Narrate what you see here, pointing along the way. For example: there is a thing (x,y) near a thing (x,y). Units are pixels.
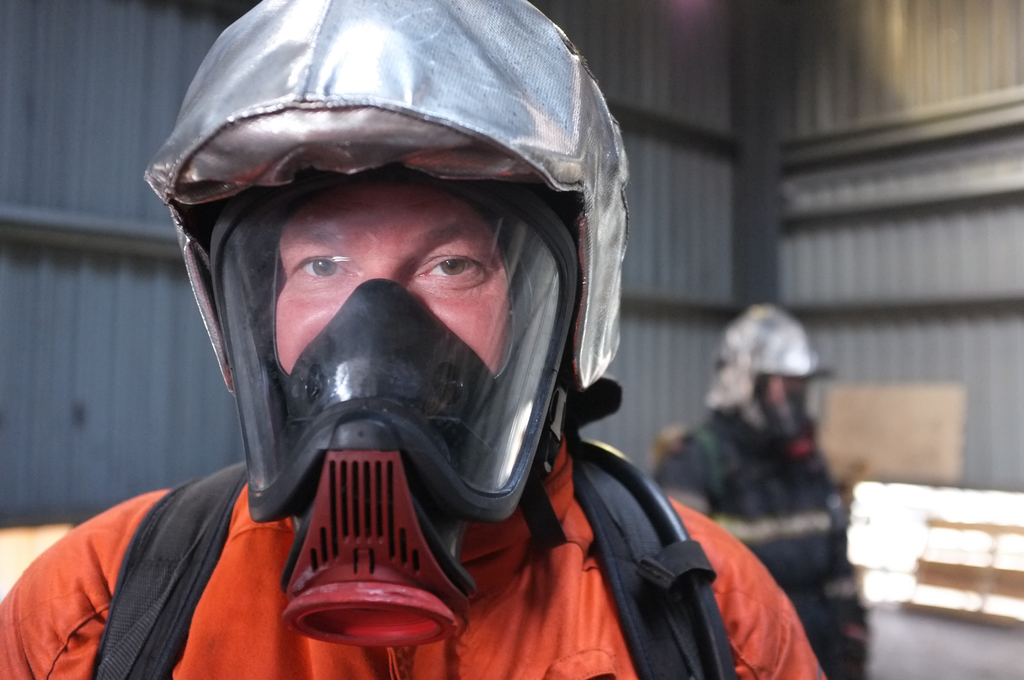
In the image there is a man (318,578) in front (549,650) wearing mask (354,580) and jacket (571,640) over his face (485,330), in the back (798,366) there is another person (780,391) in mask (780,407) standing and behind there is wall (924,168).
